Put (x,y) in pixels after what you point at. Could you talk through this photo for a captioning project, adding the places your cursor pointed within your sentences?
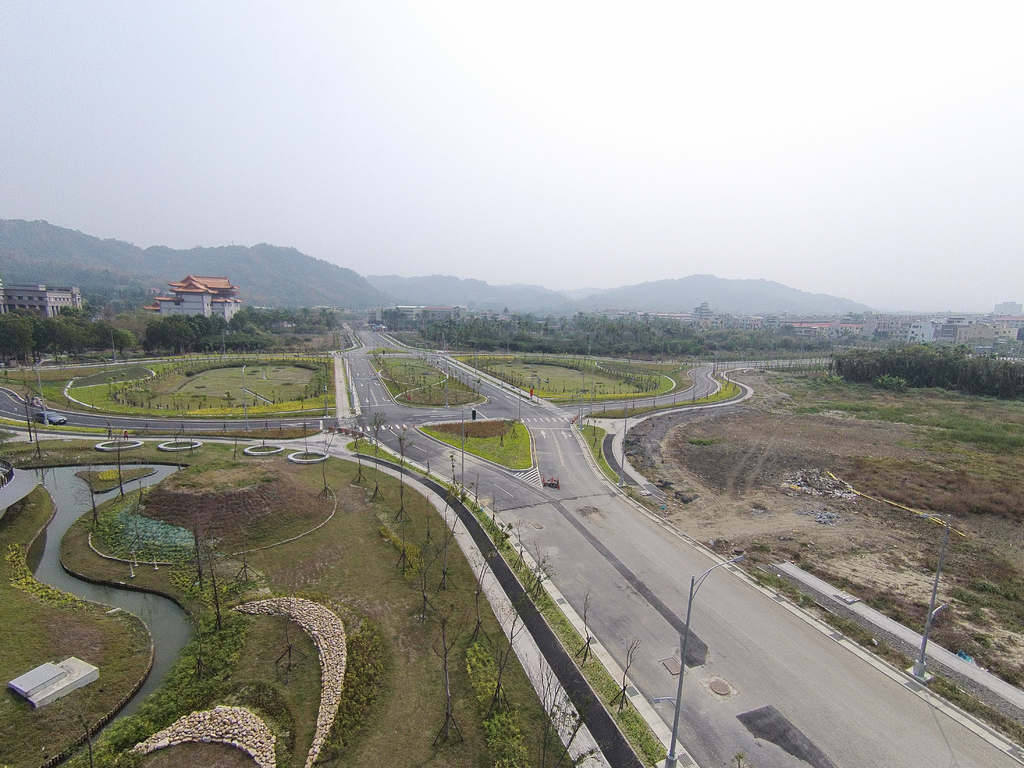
In this picture we can see the road (675,617), here we can see trees (478,617), poles (687,642), water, vehicle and some objects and in the background (1001,42) we can see buildings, mountains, sky (945,272).
